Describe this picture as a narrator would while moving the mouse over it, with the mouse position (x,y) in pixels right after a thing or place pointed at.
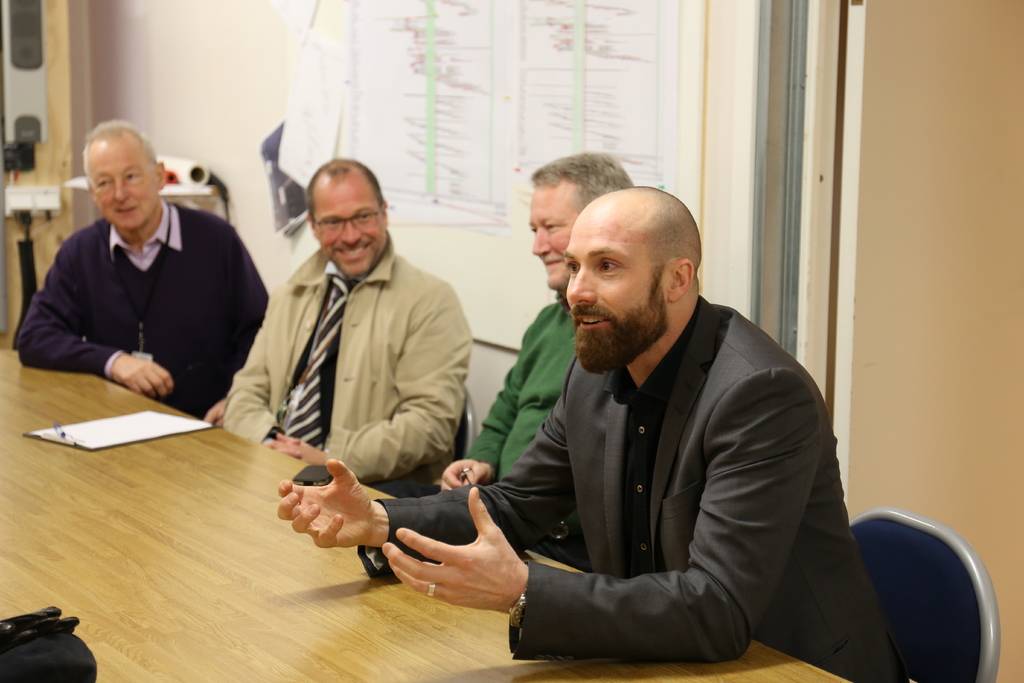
In this image we can see people (418,310) sitting on the chairs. There is a table (157,492) on which there is a pad (160,431). In the background of the image (687,12) there is a white color board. There are papers (505,102) on it.
